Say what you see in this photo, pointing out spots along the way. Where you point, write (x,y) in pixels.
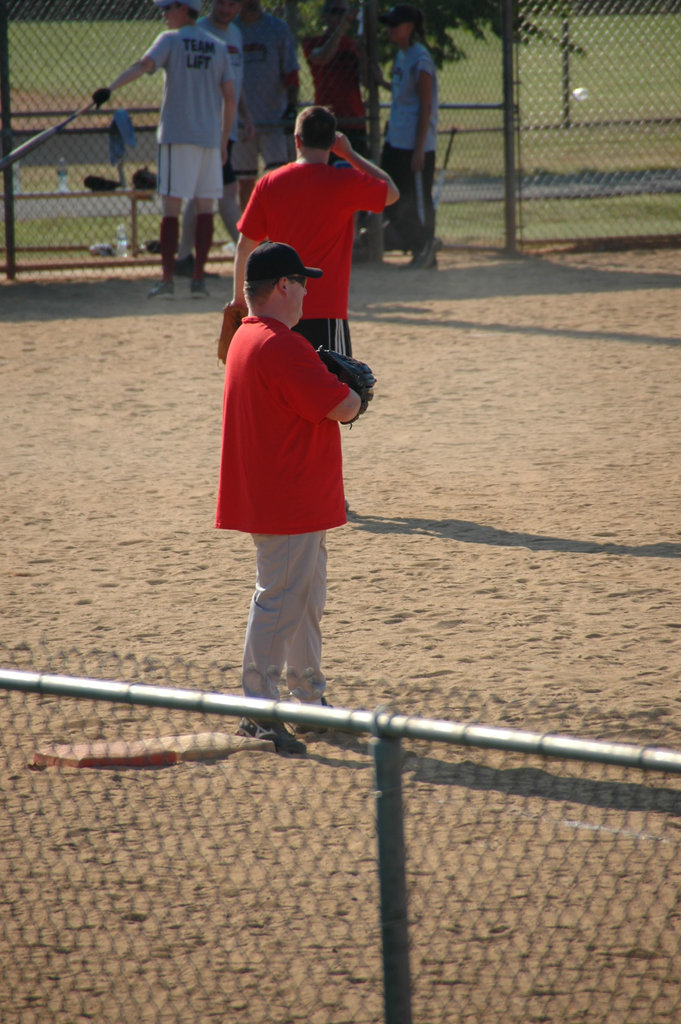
In this image I can observe few persons (289,368) on the ground (183,543). I can see a tree (388,57). There is a fencing (339,909). In the background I can see some grass (655,126) on the ground (537,232).
